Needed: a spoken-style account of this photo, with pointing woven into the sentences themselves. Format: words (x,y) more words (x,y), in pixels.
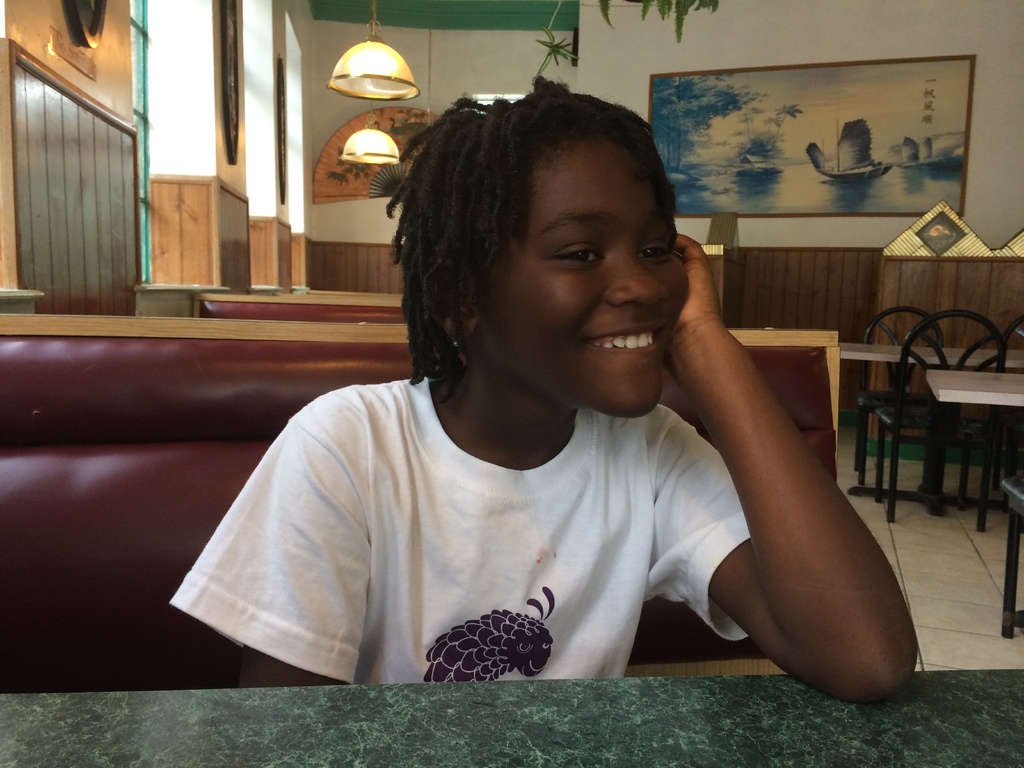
In the middle of the image (560,274) a boy (763,472) sitting on chair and smiling, Behind him there is a wall (982,190). On the wall (982,190) there is a painting (755,102). Bottom right side of the image (1006,586) there is a table (870,356) and chair (968,314). Top left side of the image (334,94) there are some lights (374,34).
